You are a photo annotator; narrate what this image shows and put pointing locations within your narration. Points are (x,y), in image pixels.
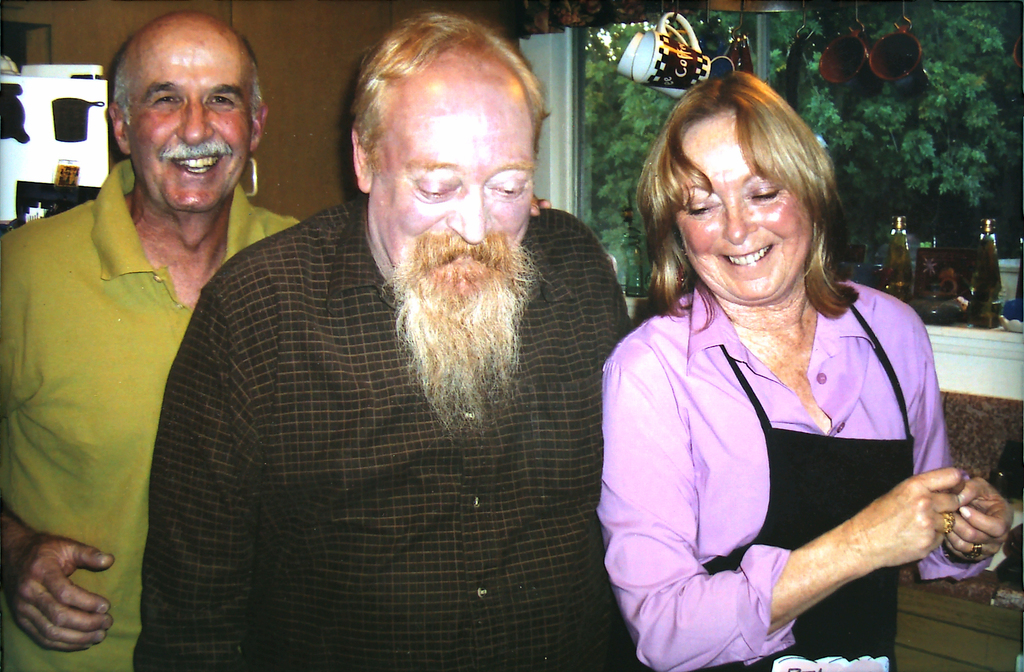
In the center of the image (594,244) there are three persons (391,640). In the background of the image (322,85) there is wall (287,48). To the right side of the image (937,78) there is a glass window (841,178) through which we can see trees (879,129). There are bottles (907,232) and mugs (650,61) hanged to the right side of the image (896,60).
